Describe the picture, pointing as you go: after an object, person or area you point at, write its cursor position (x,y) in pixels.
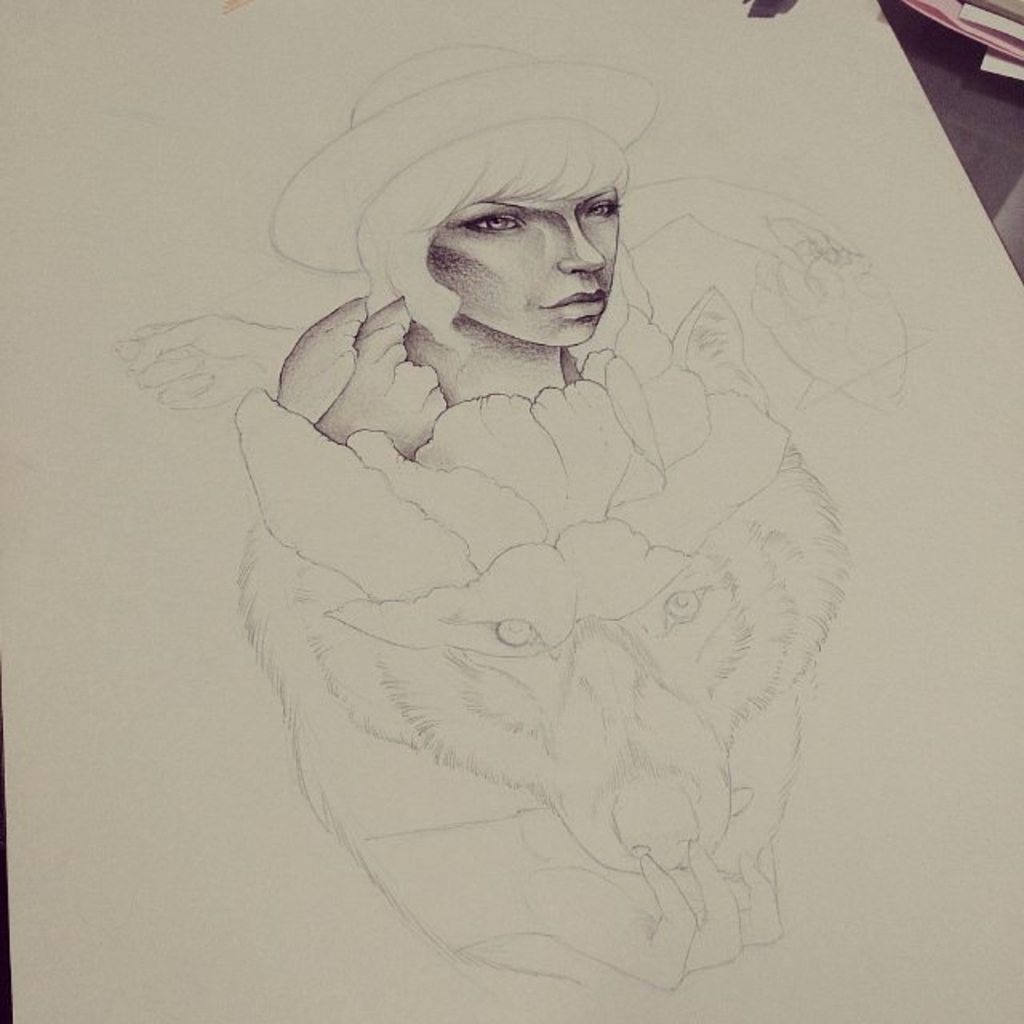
There is a pencil drawing (380,855) made on a white paper (425,523). The drawing (497,229) contains a person (523,180) and an animal face (644,607).
